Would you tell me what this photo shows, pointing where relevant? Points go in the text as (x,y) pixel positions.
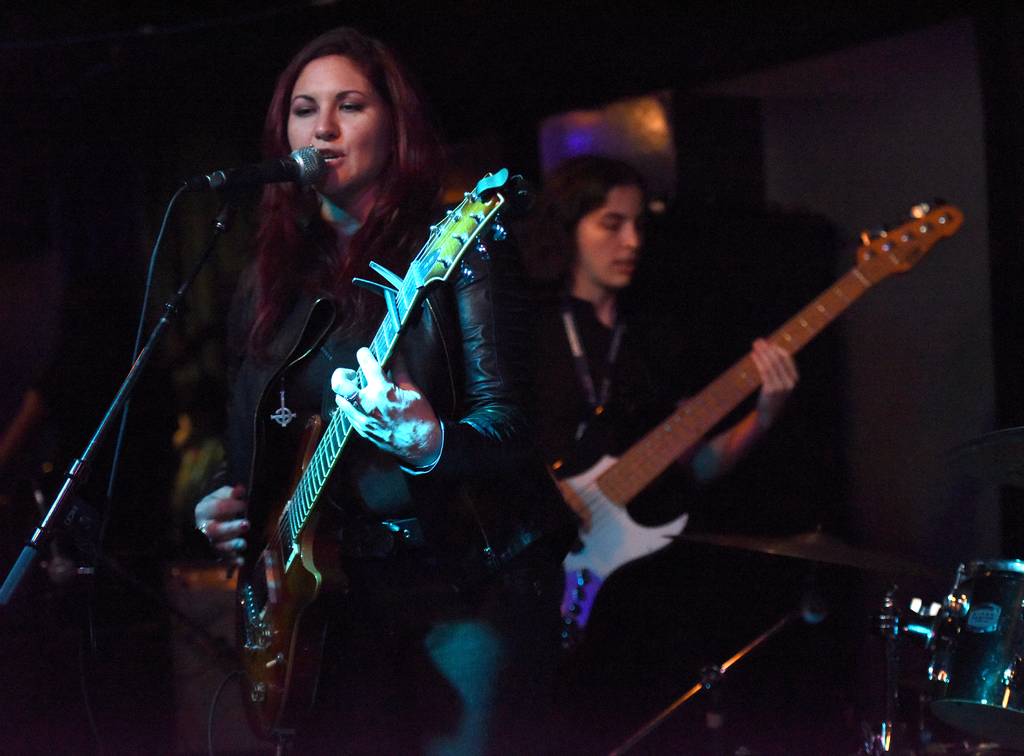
In this picture there are two women (382,450) standing and playing guitars (243,594) in their hands (380,405). One of the woman (332,197) is standing in front of a mic (281,178) and a stand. In the background (691,335) there are some speakers (776,209) and a wall (900,188) here.
